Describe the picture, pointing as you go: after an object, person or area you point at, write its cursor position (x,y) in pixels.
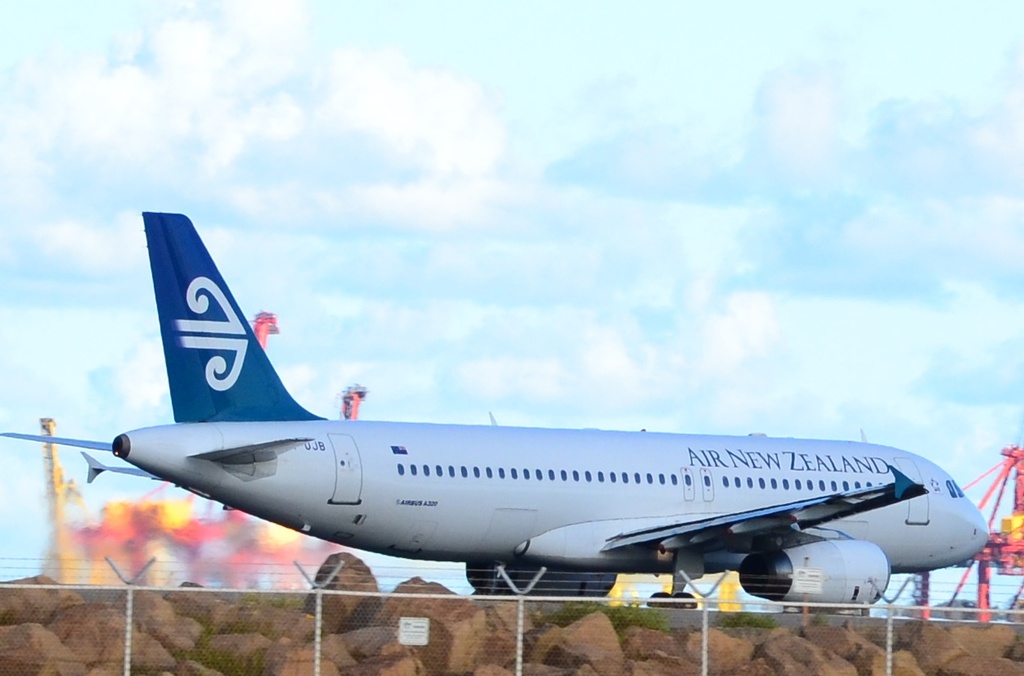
In this image I can see fencing (704,627) and in the centre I can see a white colour board (408,626) on the fencing (428,642). In the background (180,387) I can see a white colour airplane (918,459), few poles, clouds (670,373) and the sky (709,258).
